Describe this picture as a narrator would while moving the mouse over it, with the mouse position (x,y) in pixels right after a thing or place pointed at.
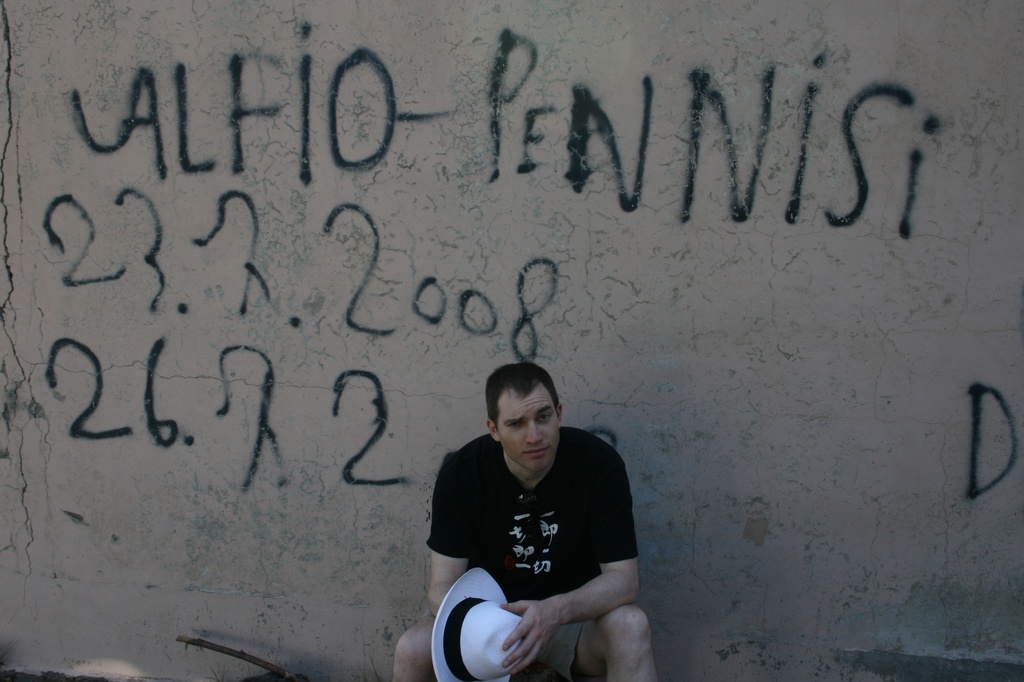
In this image I can see a person (611,522) wearing black colored t shirt (611,522) and holding white and black colored hat (480,623) is sitting. I can see a wall (691,412) behind him and on the wall (523,327) I can see something is written.
